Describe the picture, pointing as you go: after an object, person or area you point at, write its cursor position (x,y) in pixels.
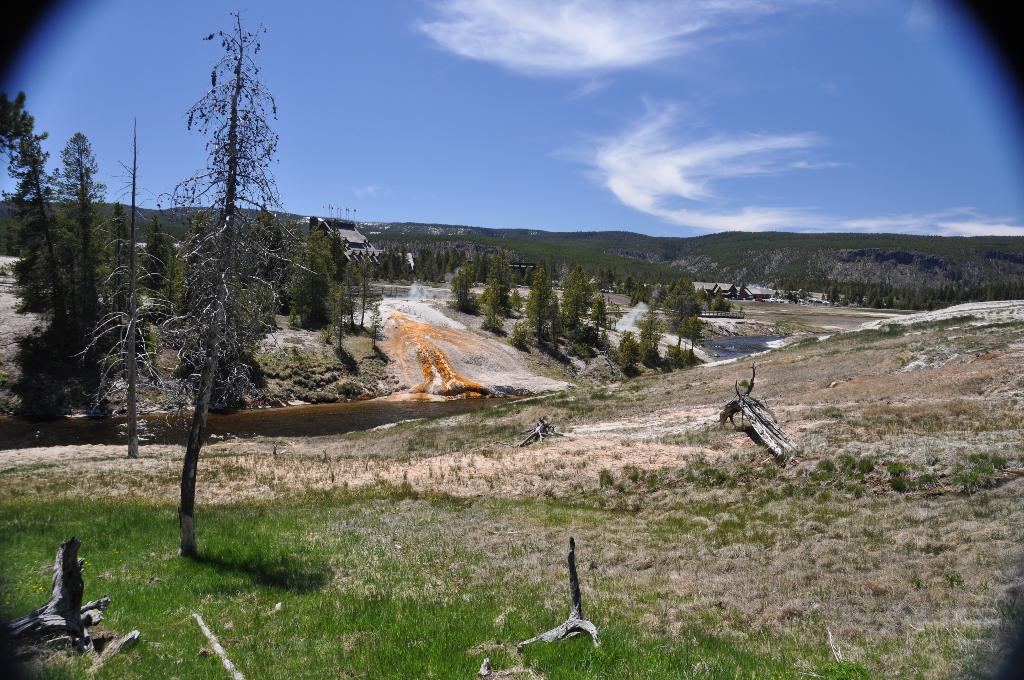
In the picture we can see some trees (244,360), grass (575,412) and in the background (676,249) there are some mountains (531,233) and clear sky (597,99).
